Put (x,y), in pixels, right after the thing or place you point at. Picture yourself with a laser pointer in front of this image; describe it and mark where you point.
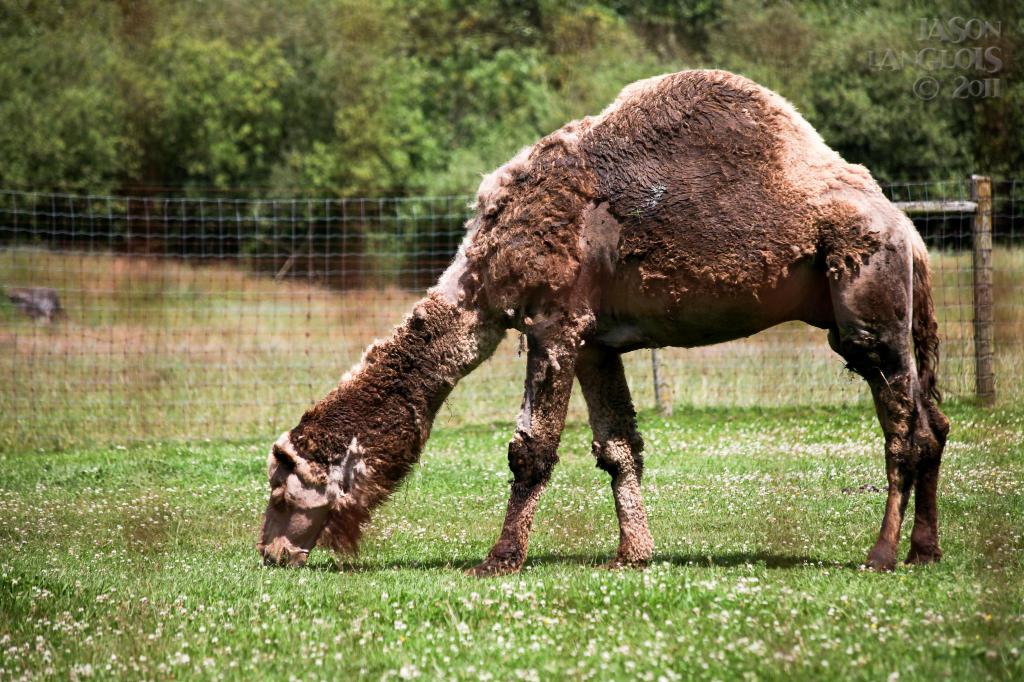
There is an animal (542,234) in the foreground area of the image (599,306), there are trees (518,130) and a net fencing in the background (275,176).
